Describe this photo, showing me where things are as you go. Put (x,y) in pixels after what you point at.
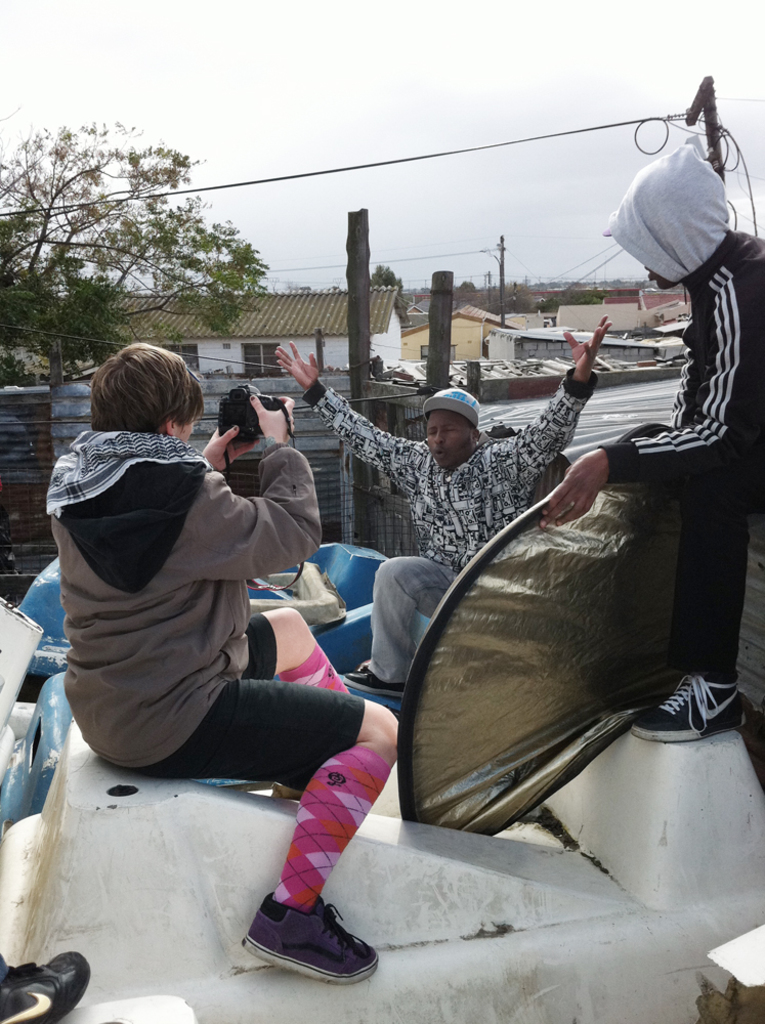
In this image there is a person (162,576) sitting is holding a camera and clicking the picture of a person (394,454) in front of him, beside them there is another person (591,495) sitting, in the background of the image (102,329) there are trees (92,287) and houses (424,344) and there are electrical poles (498,260) with cables (522,263) on it.
